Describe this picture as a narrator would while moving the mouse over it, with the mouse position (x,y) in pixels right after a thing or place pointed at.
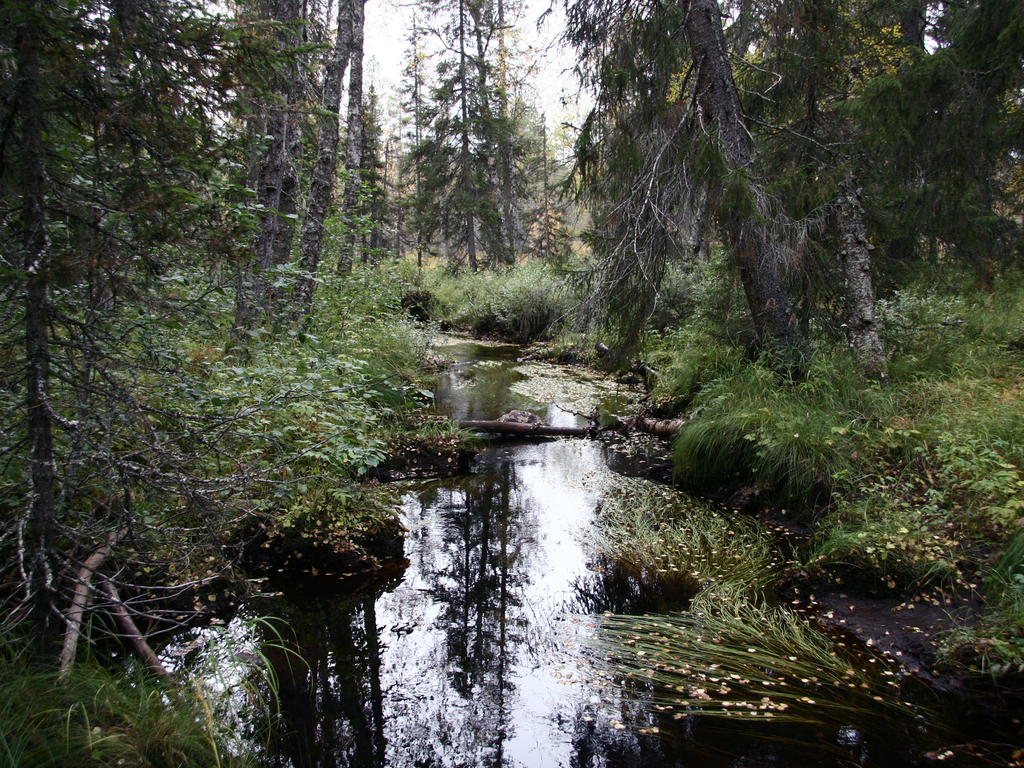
In the picture I can see the pond (523,754). There are trees (178,301) on the left side (265,196) and the right side (861,33) as well. I can see plants (994,463) on the right side (992,514).
